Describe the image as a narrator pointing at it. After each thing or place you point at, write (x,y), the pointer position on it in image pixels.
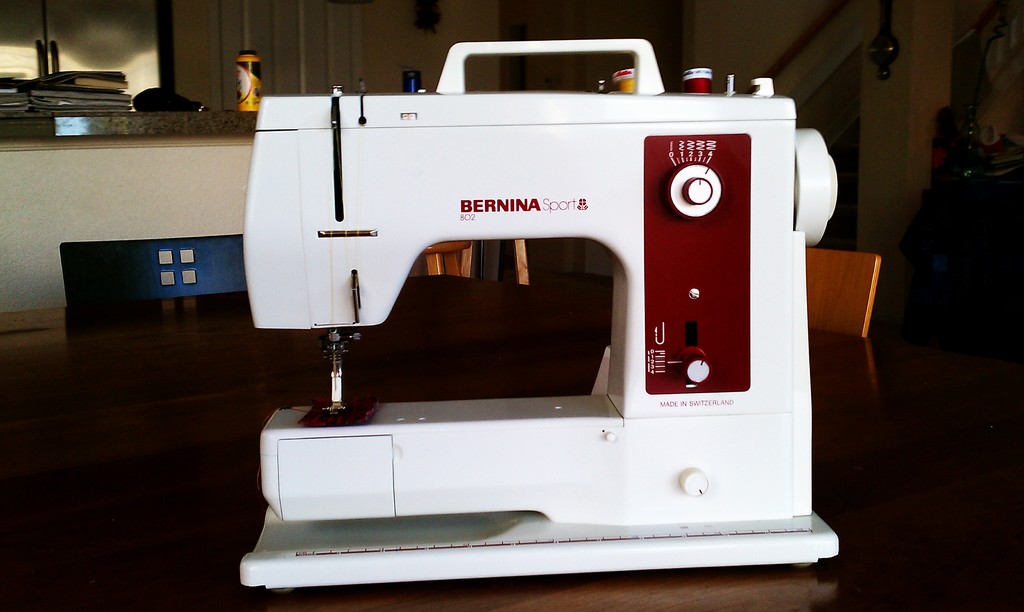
This image consists of a sewing machine (703,290) in white color is kept on the table (397,607). There are two chairs (220,290) beside the table (912,350). In the background (212,94), there is a wall (919,67). To the left (25,99), there are books (88,89) kept.
